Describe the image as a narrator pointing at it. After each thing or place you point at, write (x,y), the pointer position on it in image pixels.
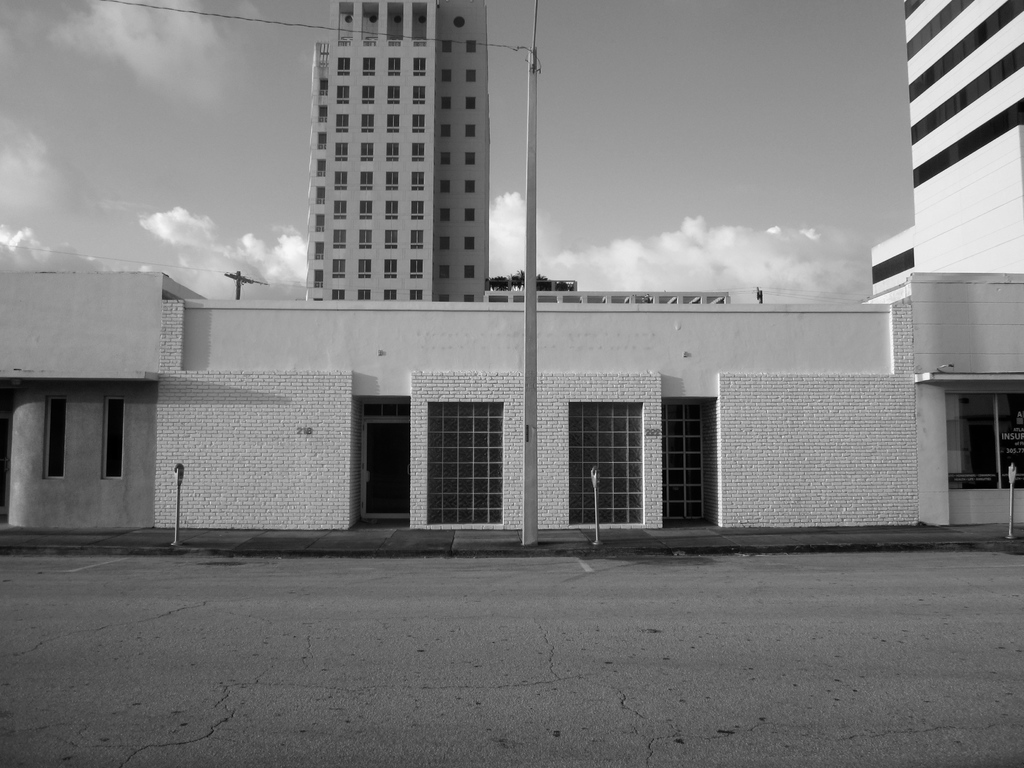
In this picture we can see road (560,569), poles (533,512), buildings (456,415) and wires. In the background of the image (751,187) we can see sky (753,270) with clouds (691,284).
